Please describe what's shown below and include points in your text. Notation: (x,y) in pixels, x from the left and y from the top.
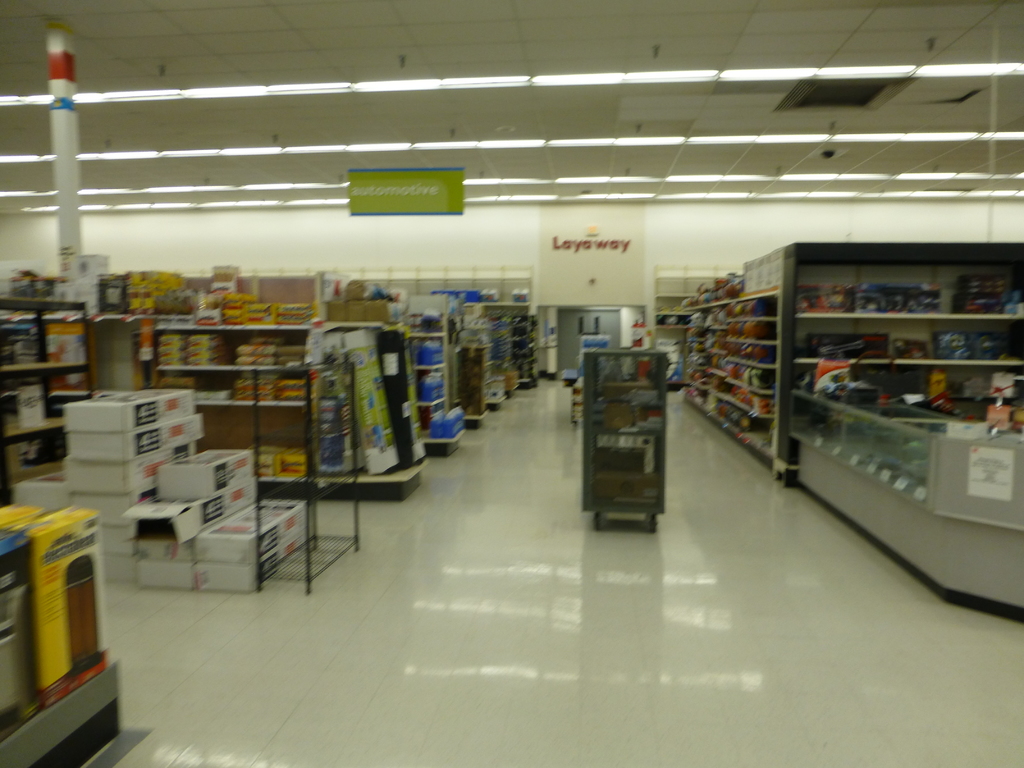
In this picture, it seems to be a grocery shop (445,281), where there is stock (531,328) on the right (692,272) and left side of the image (213,269) on the racks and there are lights (791,73) at the top side of the image (395,93).
